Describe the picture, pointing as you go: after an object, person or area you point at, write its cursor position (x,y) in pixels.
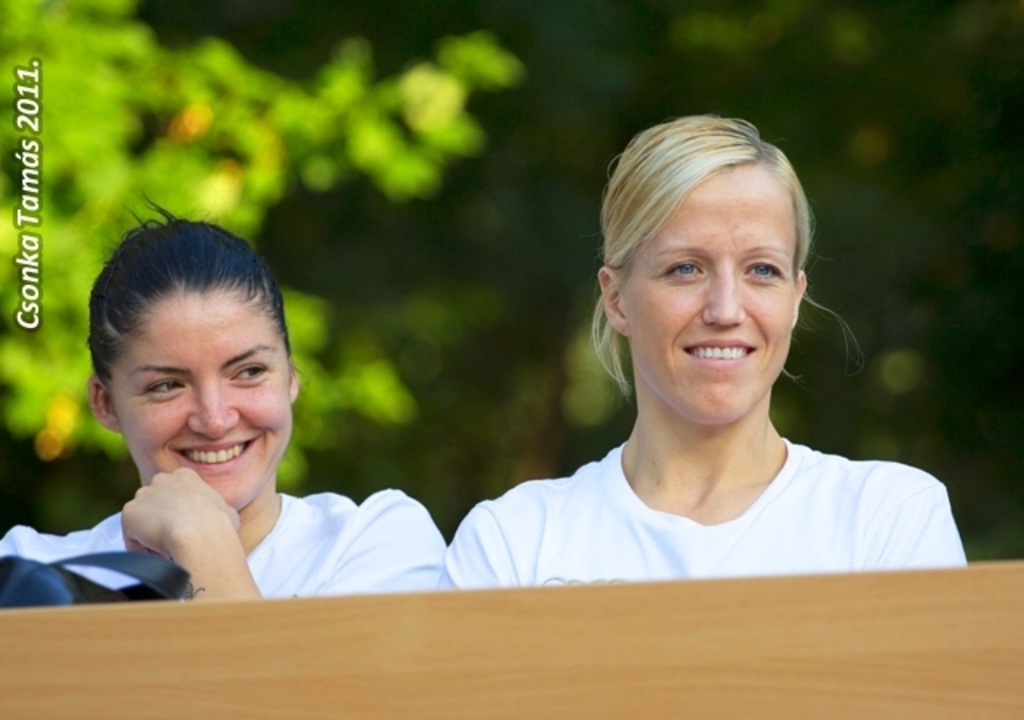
There are two women (588,485), it seems like a table (537,632) in the foreground area of the image (479,632), there is text (33,244) on the left side (13,158) and greenery (441,165) in the background (425,236).
